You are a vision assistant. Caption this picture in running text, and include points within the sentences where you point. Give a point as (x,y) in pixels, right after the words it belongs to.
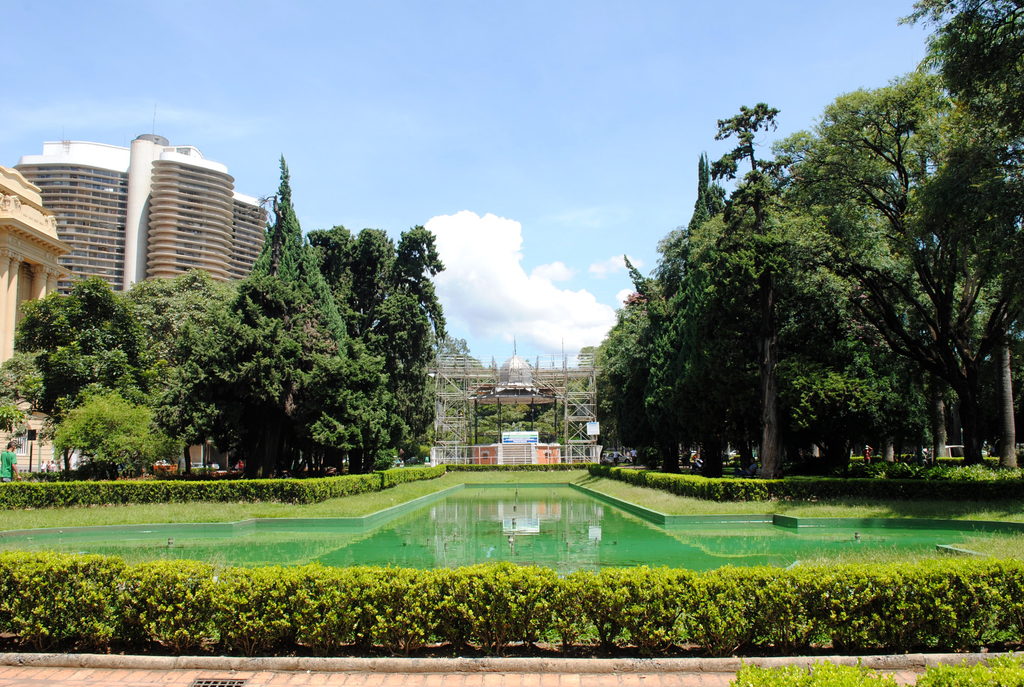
In this image we can see there are buildings (189,267), trees (385,273), plants (790,482) and water (478,522). In the background (489,280) we can see cloudy sky (555,196).
